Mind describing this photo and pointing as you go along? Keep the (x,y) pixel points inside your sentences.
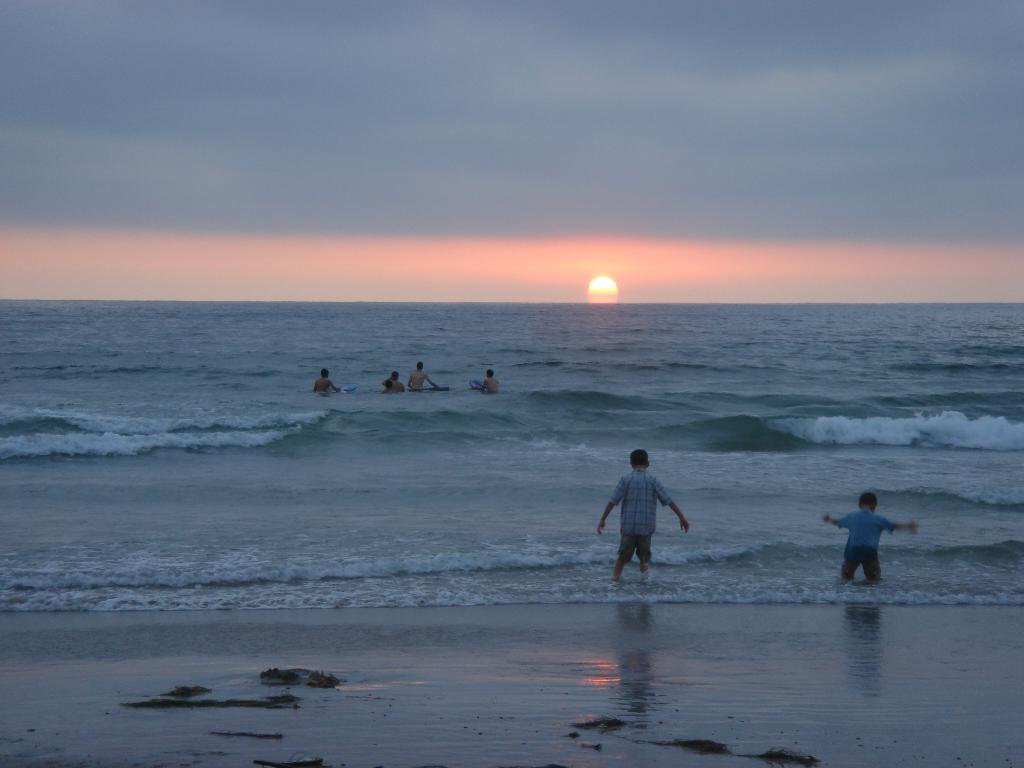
The image is clicked over a beach (463,652). In the foreground (446,638) there is sand (757,685). In the center of the picture (507,341) there is a water body (528,375), in the foreground of the water (452,481) there are people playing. In the background (598,282) it is sun (599,283). At the top (529,72) there are clouds (643,122).
